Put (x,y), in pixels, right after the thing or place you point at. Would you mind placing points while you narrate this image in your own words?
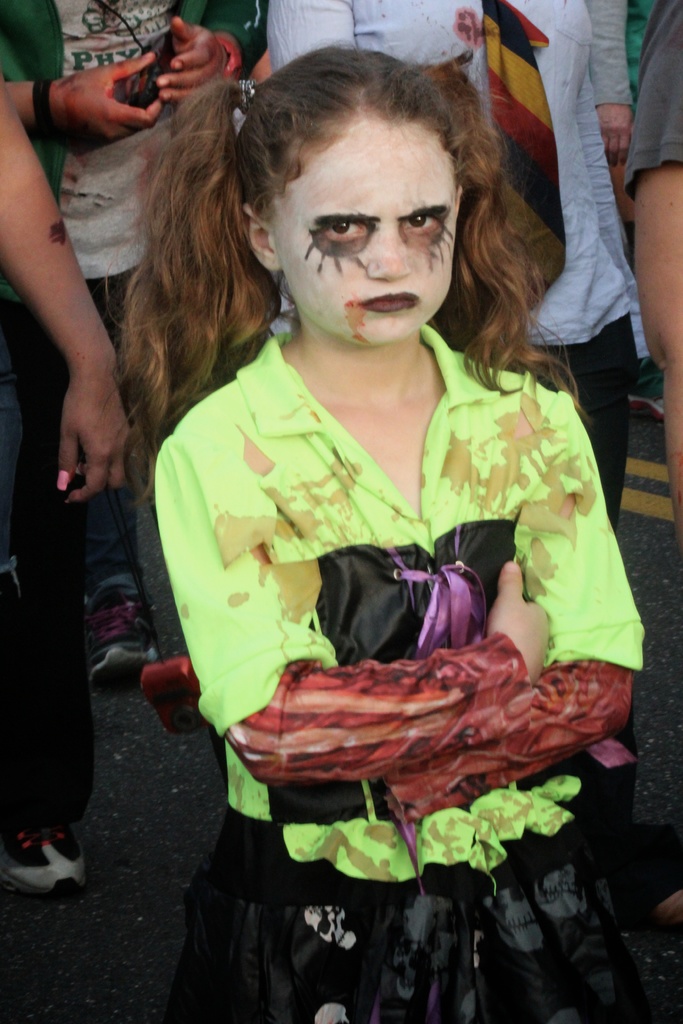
In this image I can see number of people (355,225) are standing. Here I can see she is wearing neon colour dress (350,611). I can also see face paint (355,164) on her face (368,166).
